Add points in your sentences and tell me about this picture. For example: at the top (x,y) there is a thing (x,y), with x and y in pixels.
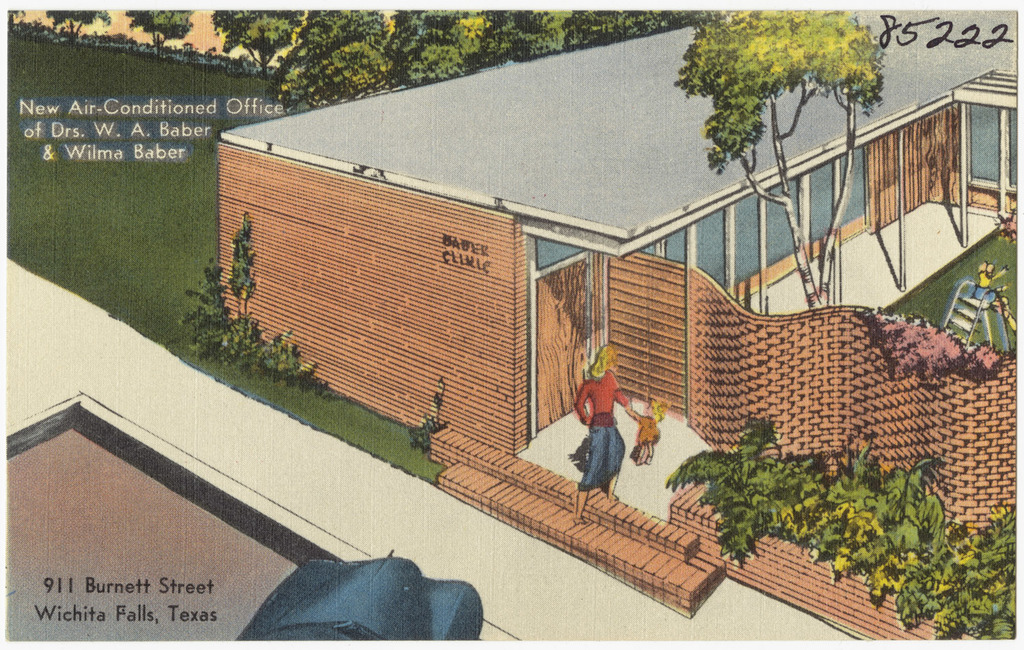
In this image I can see two people (615,449) standing in-front of the building (648,275). To the side of these people (617,469) I can see the plants (741,534). To the right (953,287) I can see the person (987,293) on the slide (966,333). In the background (490,69) I can see many trees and something is written on the image.
